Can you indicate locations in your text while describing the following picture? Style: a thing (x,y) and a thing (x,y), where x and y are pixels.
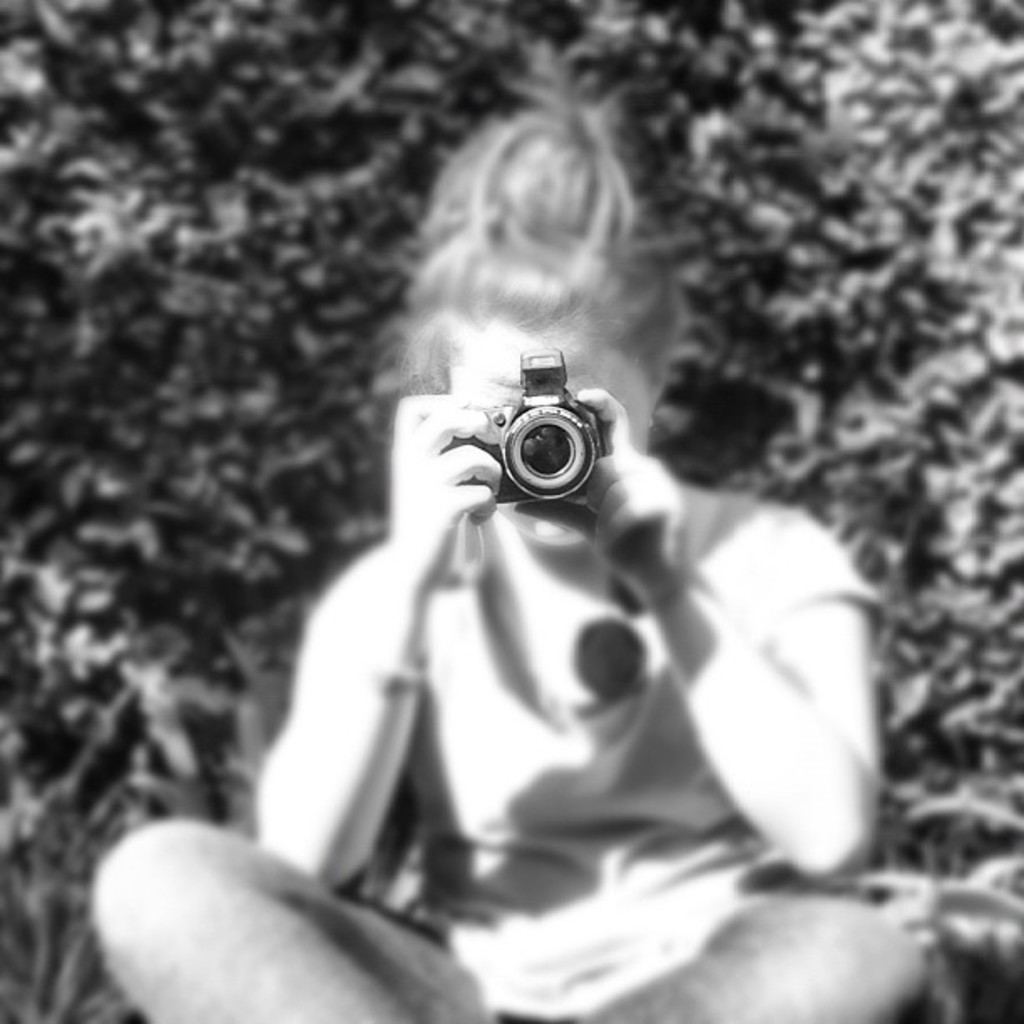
It is a black and white picture a kid (551,801) is sitting and she is holding a camera (535,461) and capturing something with it, in the background (141,423) there are some trees (565,44).
